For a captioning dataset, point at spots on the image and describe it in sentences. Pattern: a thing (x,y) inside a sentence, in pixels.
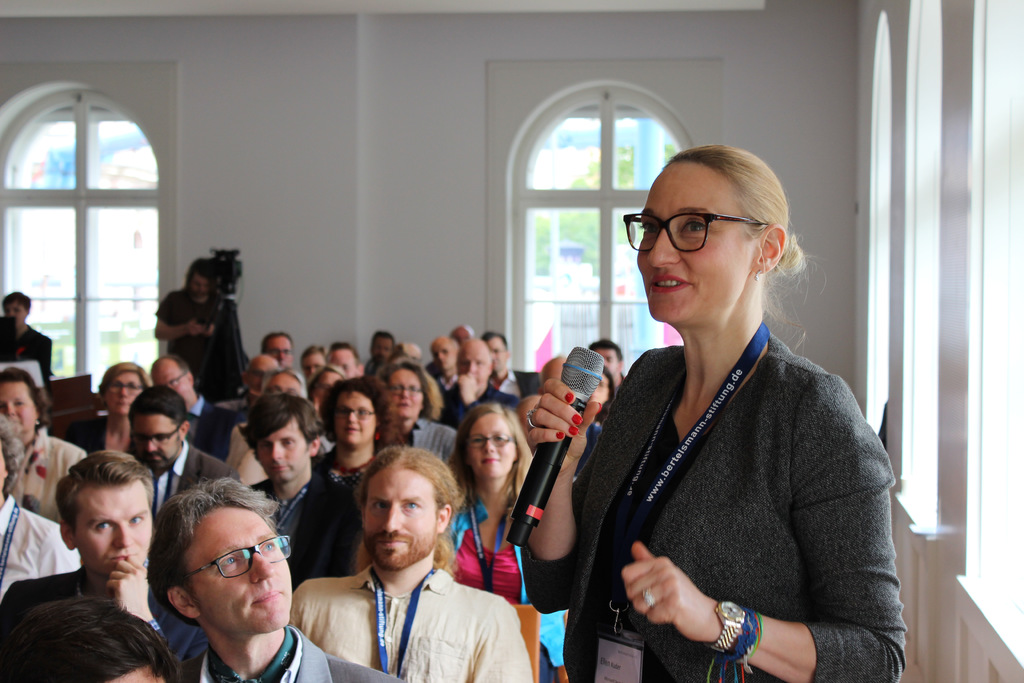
In this image we can see a few people (356,511) sitting, among them one person (625,447) is standing and holding a mic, and the other person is holding an object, in front of him we can see a camera stand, there are some windows (613,326) and the wall (431,232).
